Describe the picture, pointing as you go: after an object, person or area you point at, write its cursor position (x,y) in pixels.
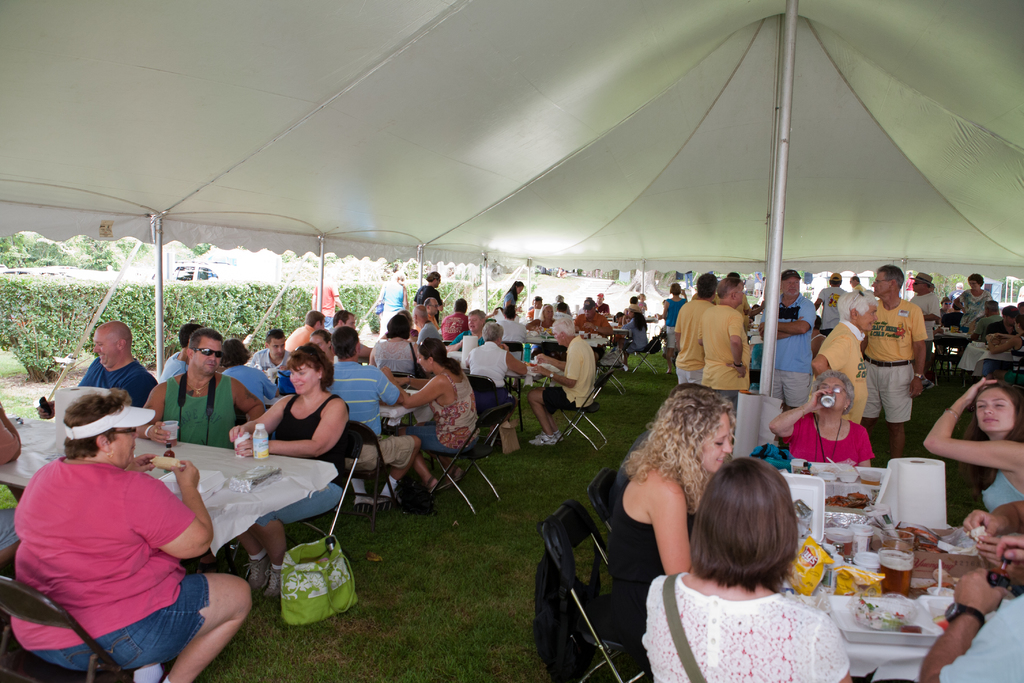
In this picture we can see persons (376,384) sitting, standing and few (266,415) are drinking and eating under the tent (670,103). On the table (844,595) we can see packets (861,592), drinking glasses (896,579), plate (883,600) of food (863,617). This is a bag (321,581) on the grass (438,587). Outside the tent (589,141) we can see vehicle (210,269) and plants (275,322).
